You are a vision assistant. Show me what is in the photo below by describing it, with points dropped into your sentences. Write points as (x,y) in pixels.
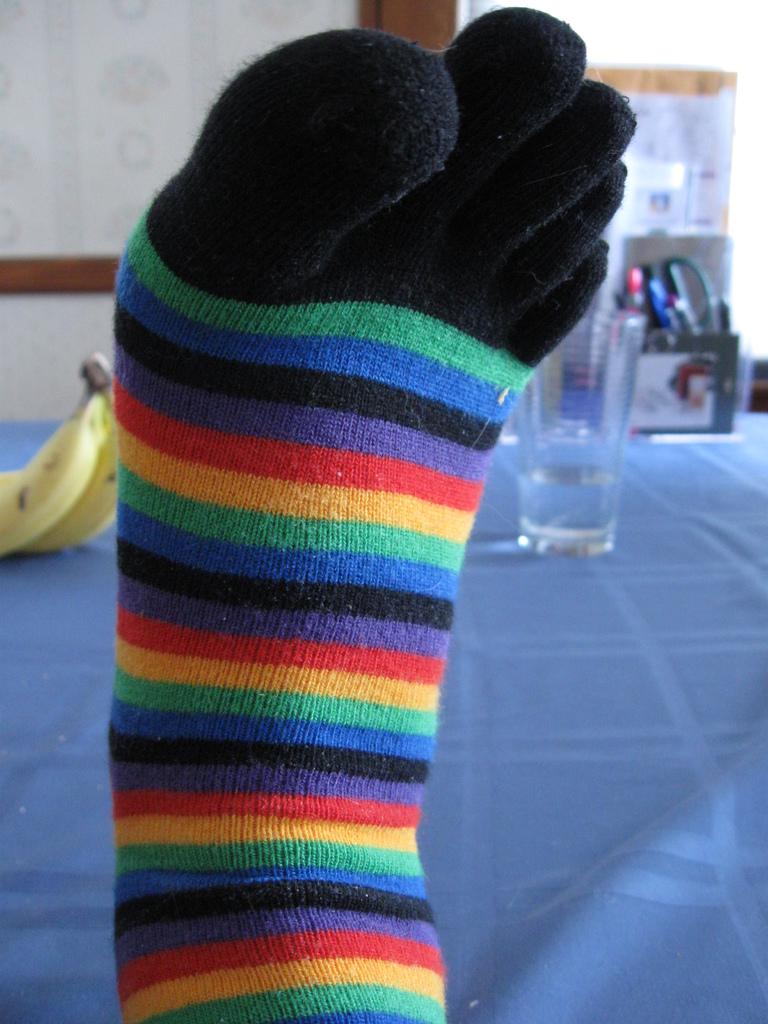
In this image I see a sock (343,394) which is colorful and I see a glass (570,413) over here and I see 2 bananas (103,500) and I see the blue color cloth (521,598). In the background (726,389) I see few things (653,369) over here and I see the wall (85,58).
